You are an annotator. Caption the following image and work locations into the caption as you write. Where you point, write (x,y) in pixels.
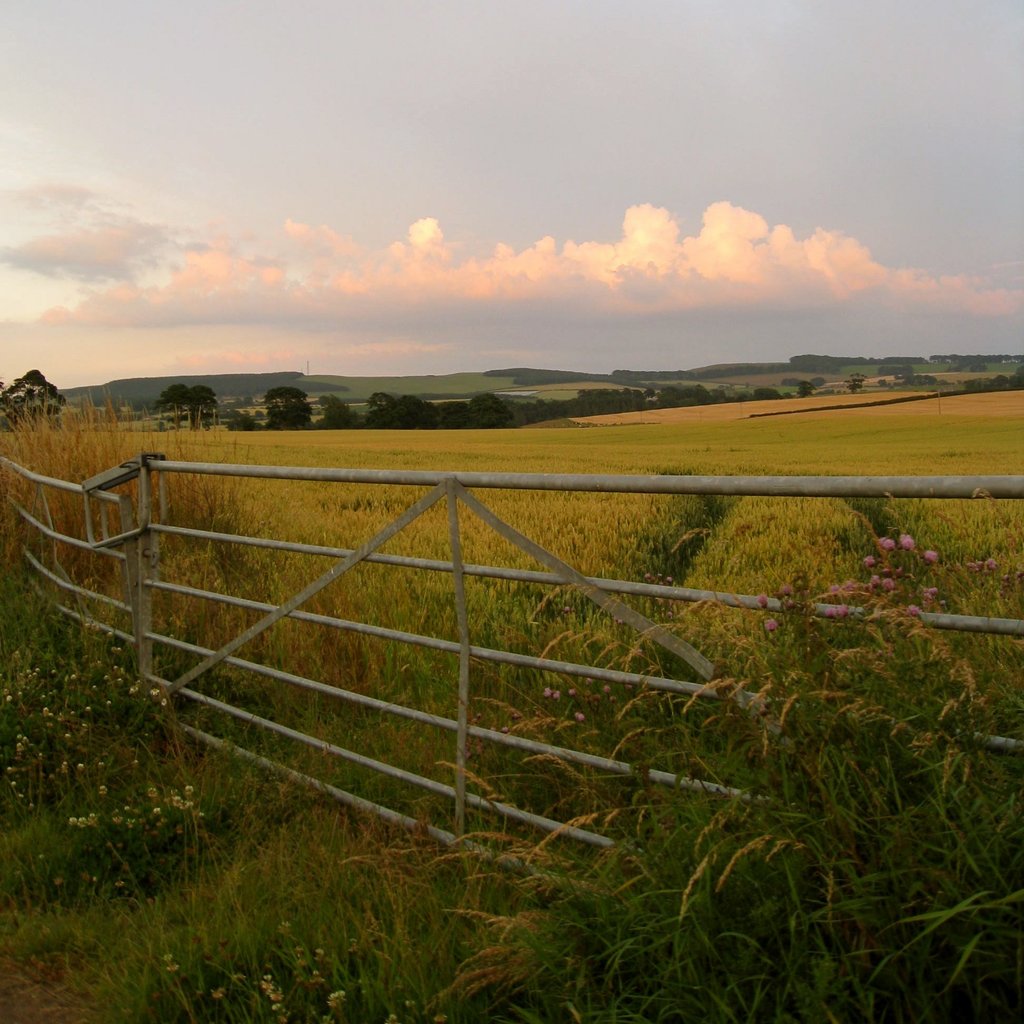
In this image, we can see some plants (596,552). There is a fencing (375,545) in the middle of the image (678,646). There is a sky (541,291) at the top of the image (605,213).
